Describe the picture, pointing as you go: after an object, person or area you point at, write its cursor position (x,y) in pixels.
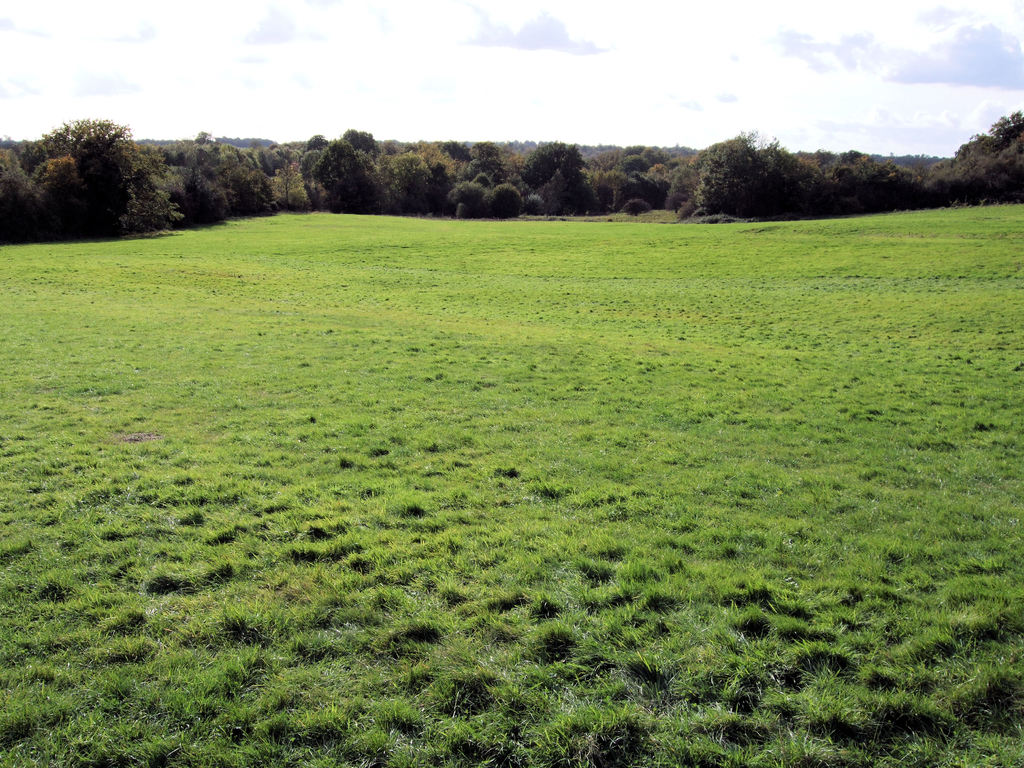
In this picture there is greenery (655,245) around the area of the image and there is sky (154,11) at the top side of the image (369,44).
